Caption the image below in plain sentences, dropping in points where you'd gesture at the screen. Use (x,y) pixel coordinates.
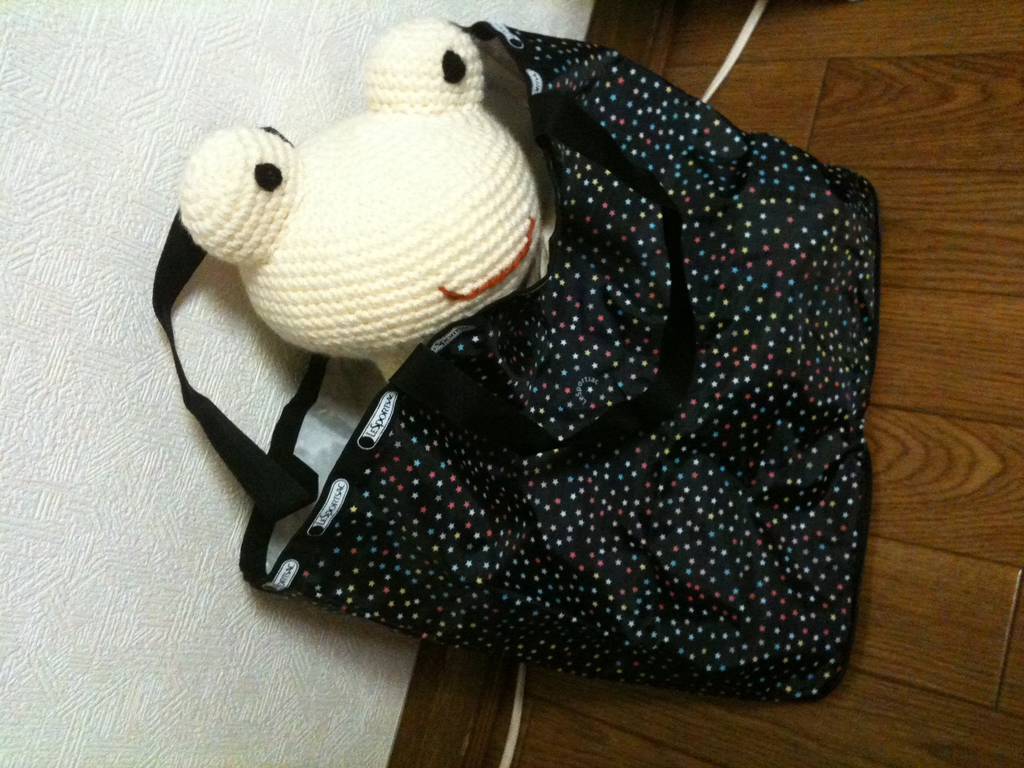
In this image we can see a black color bag (634,448) in which toy (399,244) is placed. We can see wooden floor (756,729) in the background (890,652).
